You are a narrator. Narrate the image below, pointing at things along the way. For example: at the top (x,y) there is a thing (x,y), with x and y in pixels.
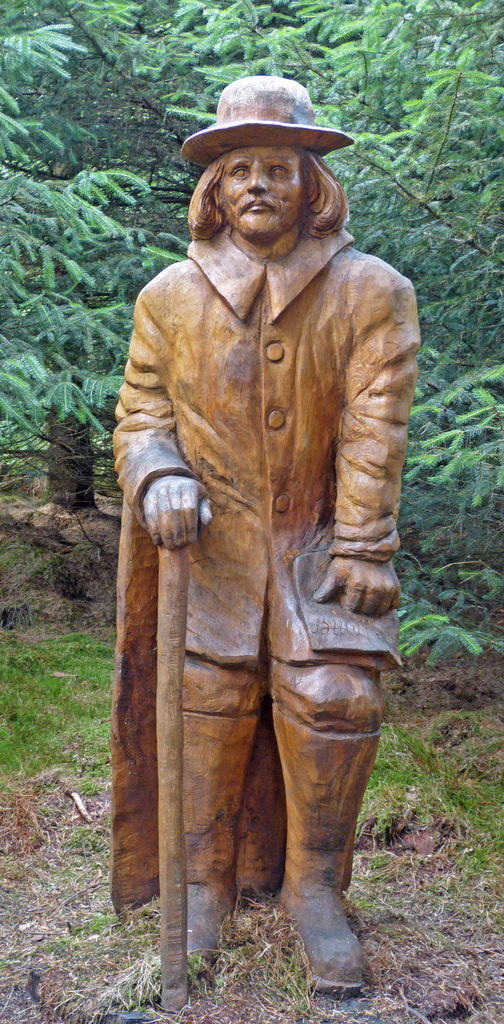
In the foreground of this picture (286,638), there is a sculpture (289,621) of a man (290,702) on the ground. In the background (59,316), there are trees (363,67) and the grass (97,676).
